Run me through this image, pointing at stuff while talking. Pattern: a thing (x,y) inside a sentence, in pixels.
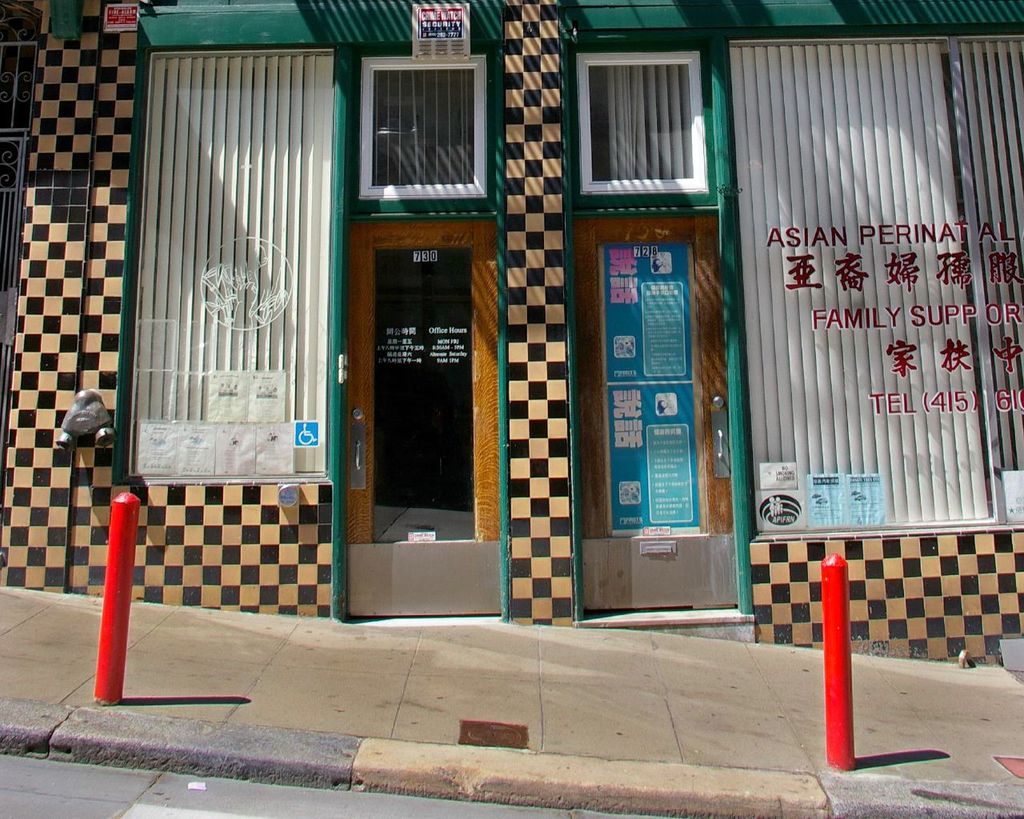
At the bottom (131,796) there is a road (180,793) and I can see two red color poles (848,698) on the footpath (386,693). In the background (274,199) there is a wall (85,233) along with the windows (595,184) and doors (412,434). On the right side (866,257), I can see some text (913,262) on the window (894,165).
